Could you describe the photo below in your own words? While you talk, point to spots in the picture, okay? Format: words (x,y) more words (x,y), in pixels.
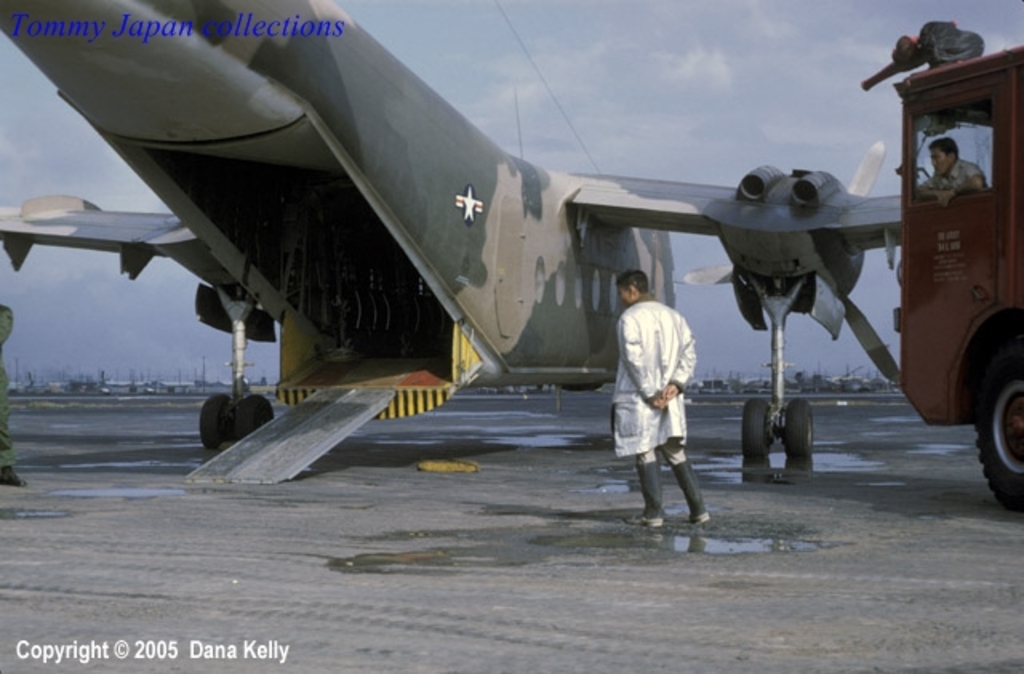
This picture shows a aircraft (392,159) and we see a man (633,351) standing, He wore a coat (672,337) and we see a vehicle (924,180) on the side and a man (942,159) seated in it and we see few aircraft (133,387) and a blue cloudy sky (103,350).
